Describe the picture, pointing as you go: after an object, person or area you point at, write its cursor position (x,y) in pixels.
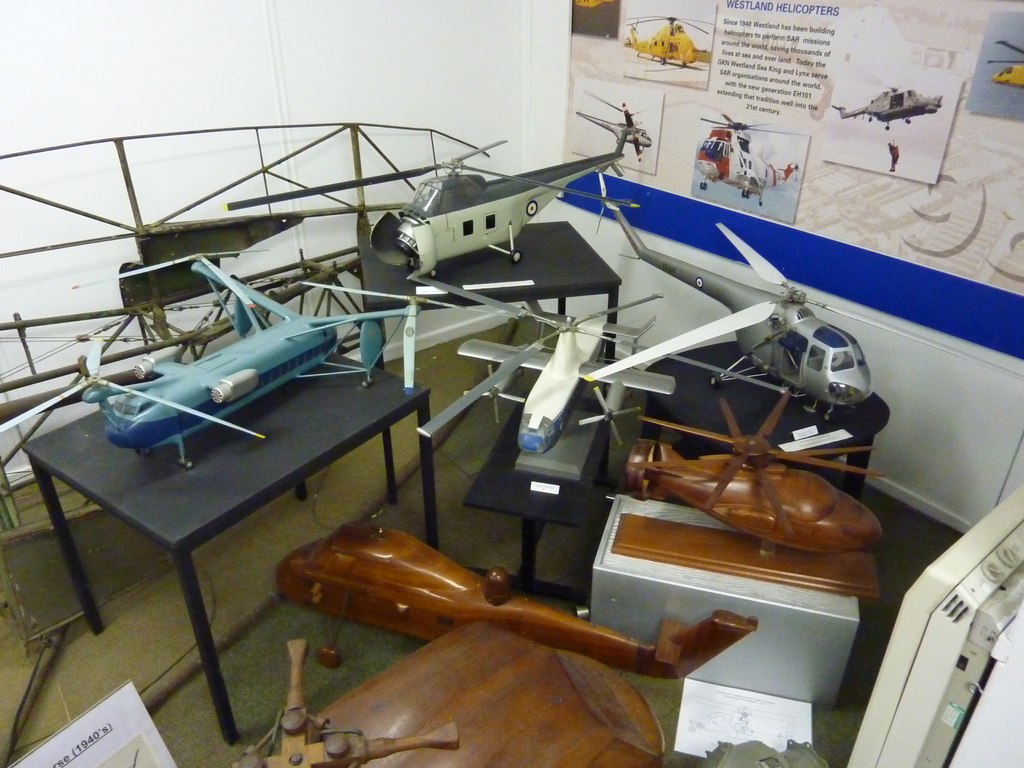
This picture shows the inner view of a room (296,78). There is one poster (713,98) attached to the wall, some text (772,62) and different aircraft pictures (1005,71) attached to the poster (921,248). There are four tables (456,278), some objects (418,255) are on the table (516,501) and so many objects (130,702) are on the surface (190,763).
